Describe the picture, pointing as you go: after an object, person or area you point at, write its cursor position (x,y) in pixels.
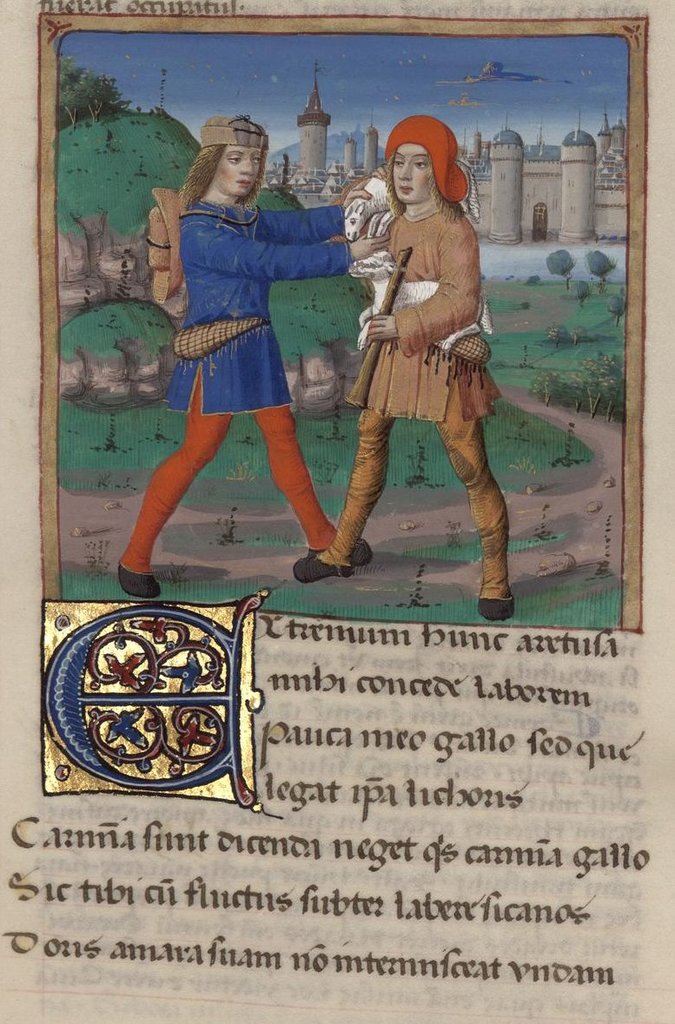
In the image in the center (421,494) we can see one poster (255,527). On poster (104,547), we can see sky (427,97), clouds (464,99), building (588,146), wall (493,193), trees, plants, grass (298,331) and two persons (220,326) were standing and holding some objects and we can see something written on it.
